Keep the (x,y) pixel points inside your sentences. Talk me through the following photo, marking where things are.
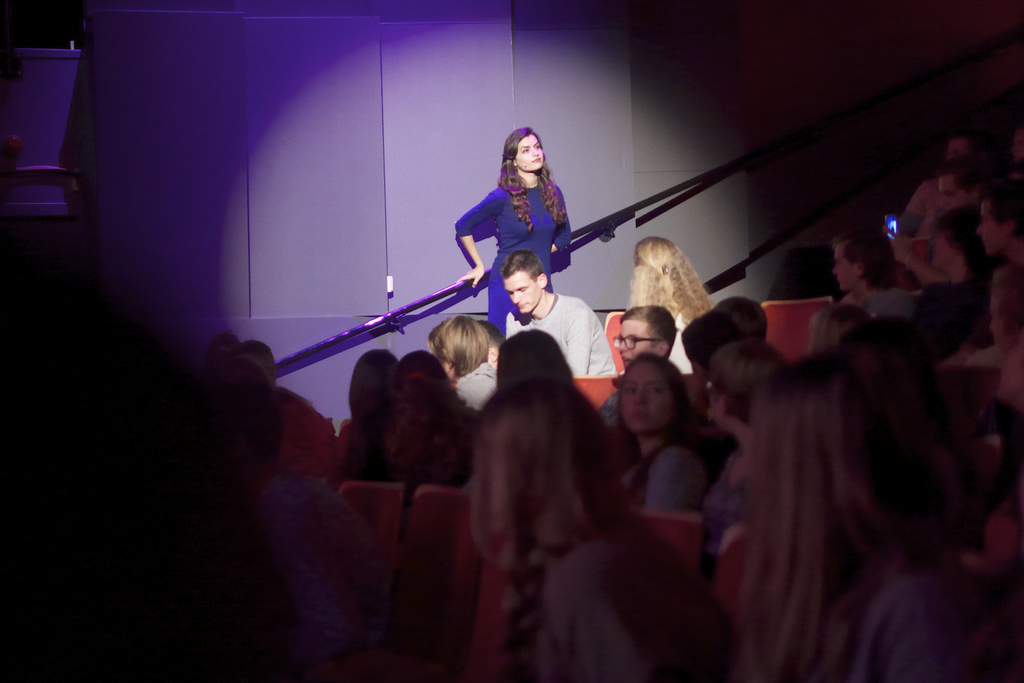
In this image there are group of people (379,466) sitting on the chairs (339,443), and in the background (374,200) there is a focus light (610,189) on the person (469,274) who is standing.
